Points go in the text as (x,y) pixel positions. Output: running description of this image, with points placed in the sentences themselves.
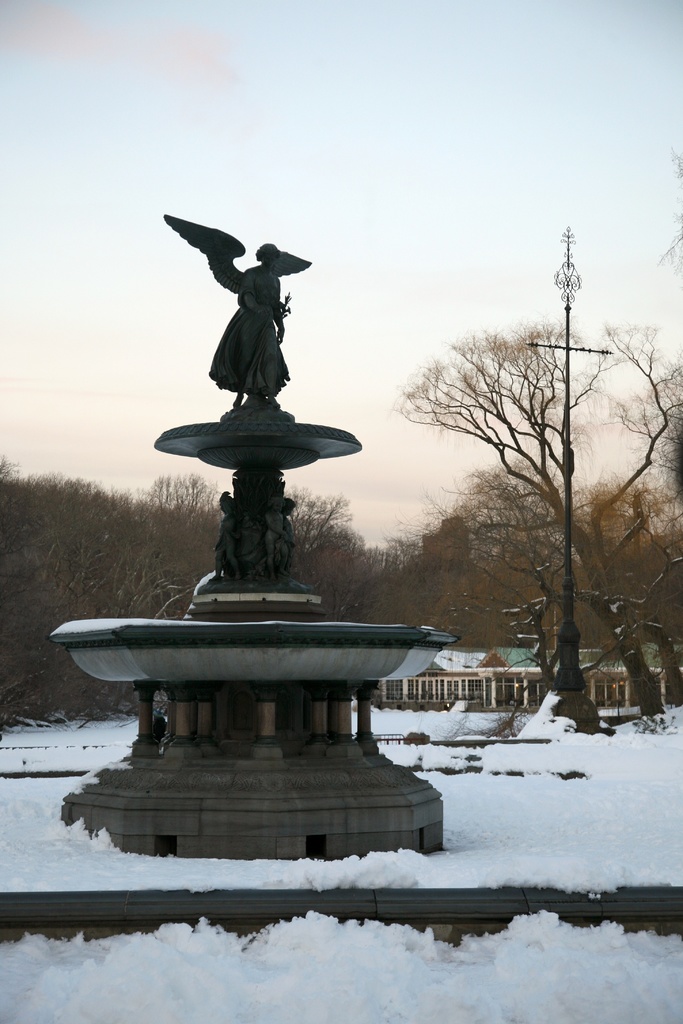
Here we can see statues (292,815), snow (247,973), pole (571,514), shed (607,677), and trees (578,524). In the background (402,198) there is sky (448,77).
